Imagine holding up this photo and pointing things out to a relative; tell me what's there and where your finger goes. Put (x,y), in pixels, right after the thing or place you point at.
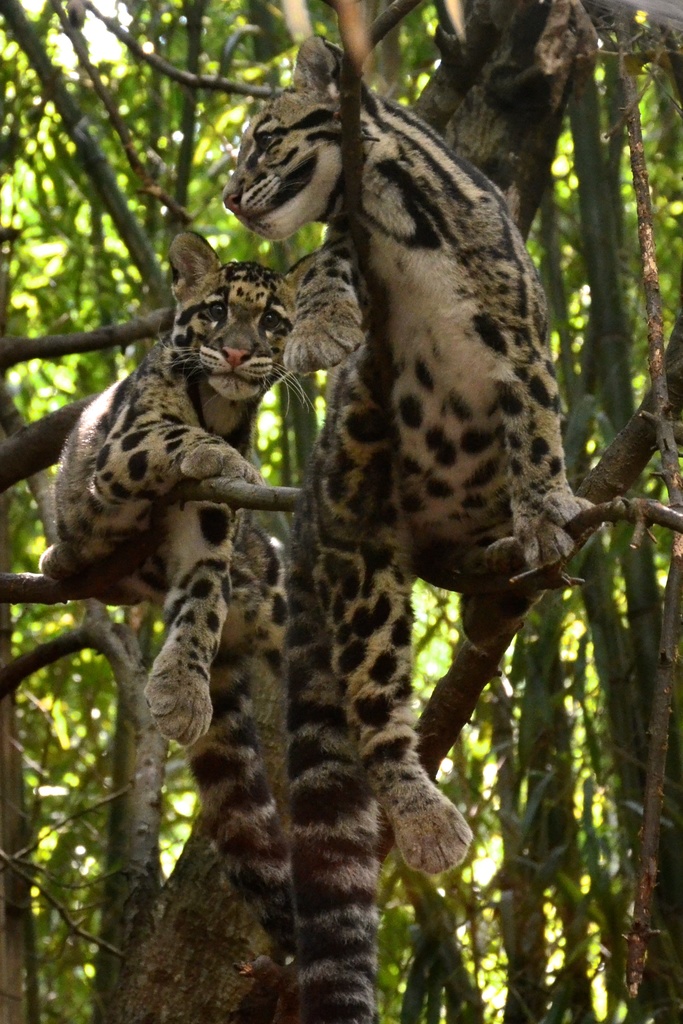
In this image there are leopard cubs (286,351) on the branches (376,381) of a tree (94,620), behind them there are trees (172,59).
